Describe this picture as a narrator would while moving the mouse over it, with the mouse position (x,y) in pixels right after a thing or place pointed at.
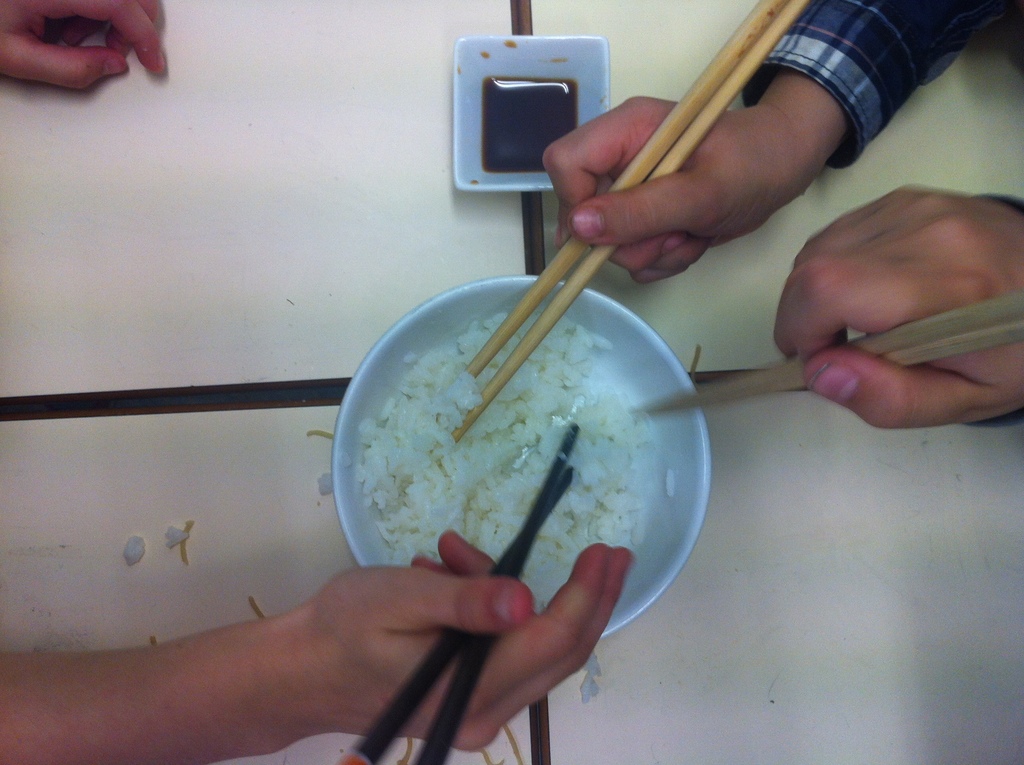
In the image we can see there is a bowl (424,457) in which there is a rice (519,471) and people (317,663) are holding chopsticks (564,266) in their hand (720,238) and on the small bowl (460,102) there is a dark sauce (516,126).
